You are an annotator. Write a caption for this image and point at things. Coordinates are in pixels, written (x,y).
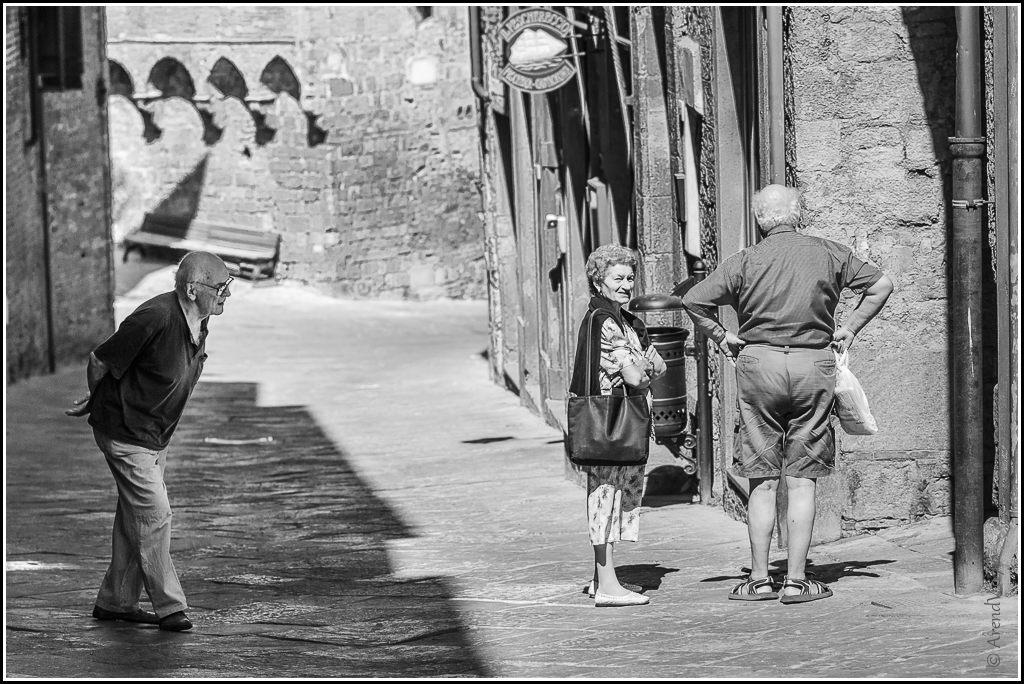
This is a black and white image in which we can see some people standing on the ground (478,618). In that a man (800,560) is holding a bag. We can also see some poles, walls (874,464), a sign board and a bench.
